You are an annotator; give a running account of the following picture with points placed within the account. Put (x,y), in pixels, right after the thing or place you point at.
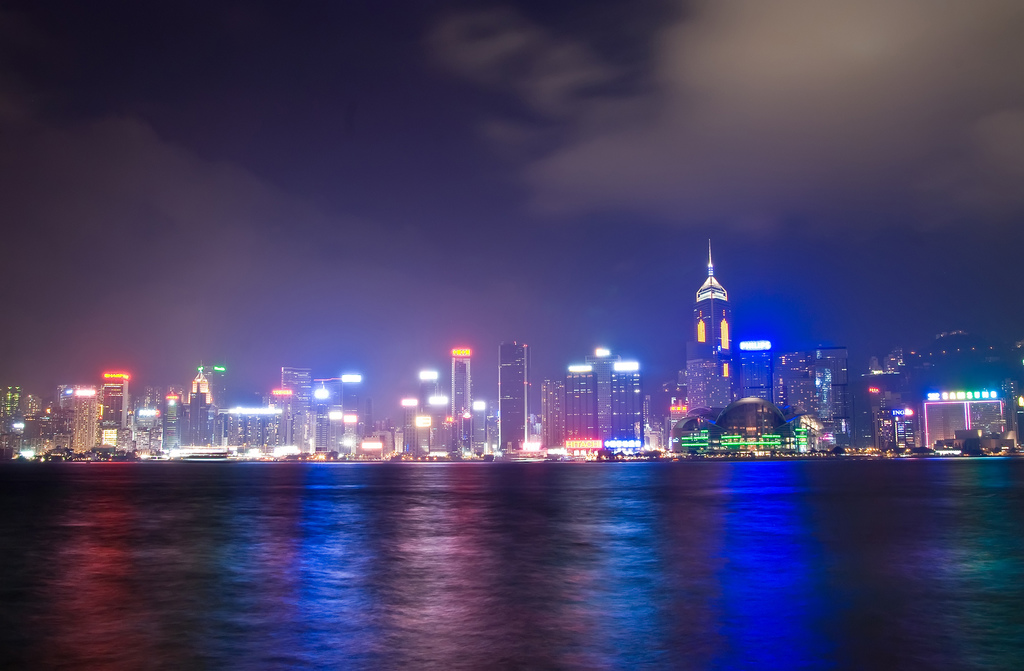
At the bottom of the picture (511,553), we see water (511,553) and this water (532,546) might be in the river (413,530). There are buildings (173,435), streetlights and the poles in the background (428,370). At the top (480,223), we see the sky (489,211) and the clouds (611,196). This picture might be clicked in the dark.
